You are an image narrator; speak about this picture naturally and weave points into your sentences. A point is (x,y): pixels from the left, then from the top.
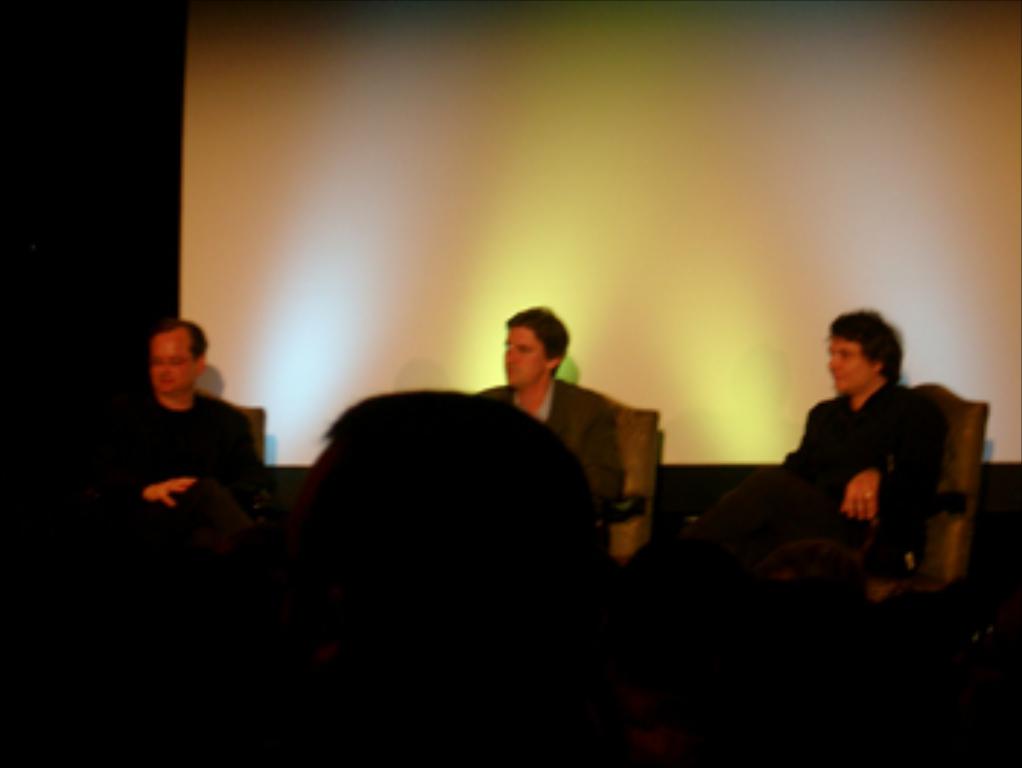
In the center of the image (571,408) we can see people (166,497) sitting on the chairs (642,539). In the background (709,248) there is a screen (643,225).
